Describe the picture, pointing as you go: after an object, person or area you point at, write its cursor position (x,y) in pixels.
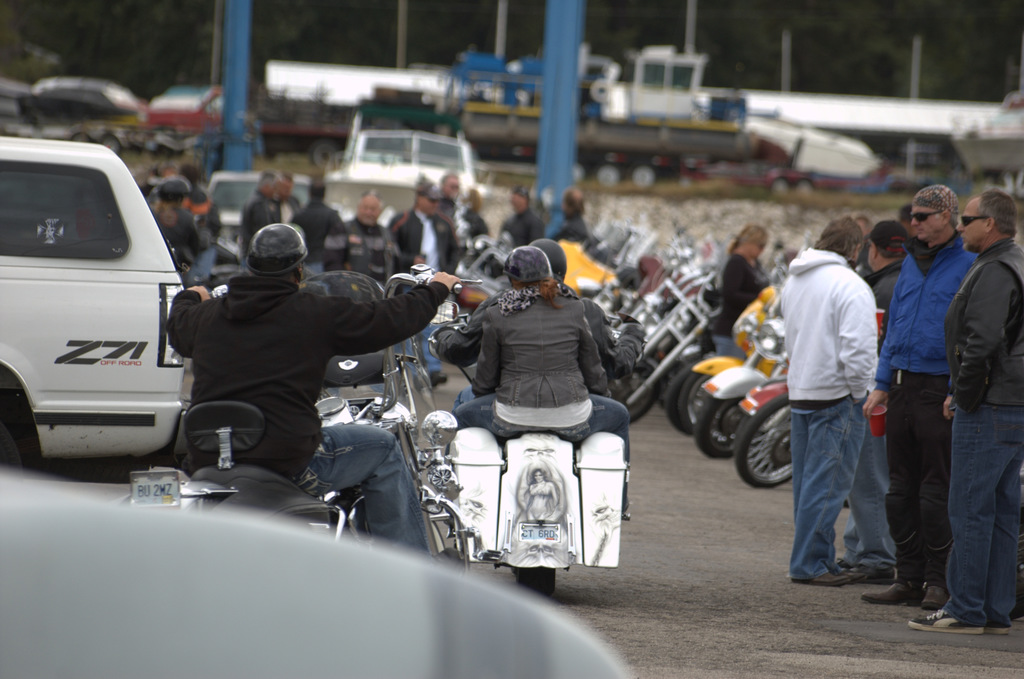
In this picture we can see some people (1002,321) are standing and some people (487,380) are riding a vehicle (472,434) there are so many vehicles (221,177) are being parked on the side of the road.
